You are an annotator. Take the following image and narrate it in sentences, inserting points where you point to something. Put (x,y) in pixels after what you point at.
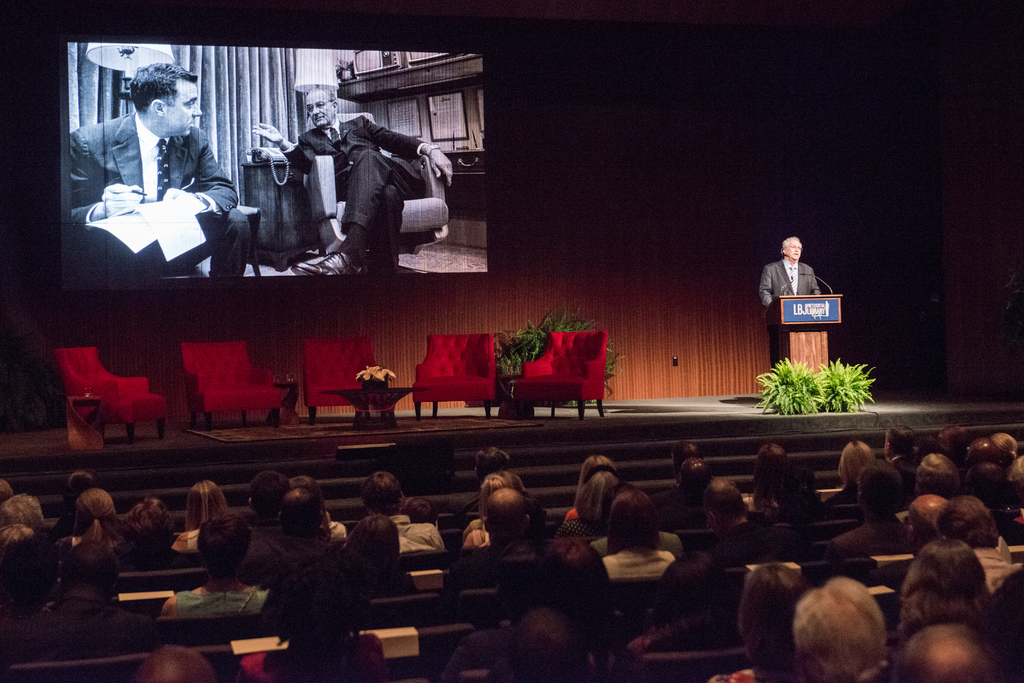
In this picture I can see some chairs (426,361), tables (368,407) are on the stage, side one person (808,267) is standing and talking in front of the mike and also there is a display (304,158) on the board (385,163), in front (666,553) few people (647,573) are sitting and watching.
